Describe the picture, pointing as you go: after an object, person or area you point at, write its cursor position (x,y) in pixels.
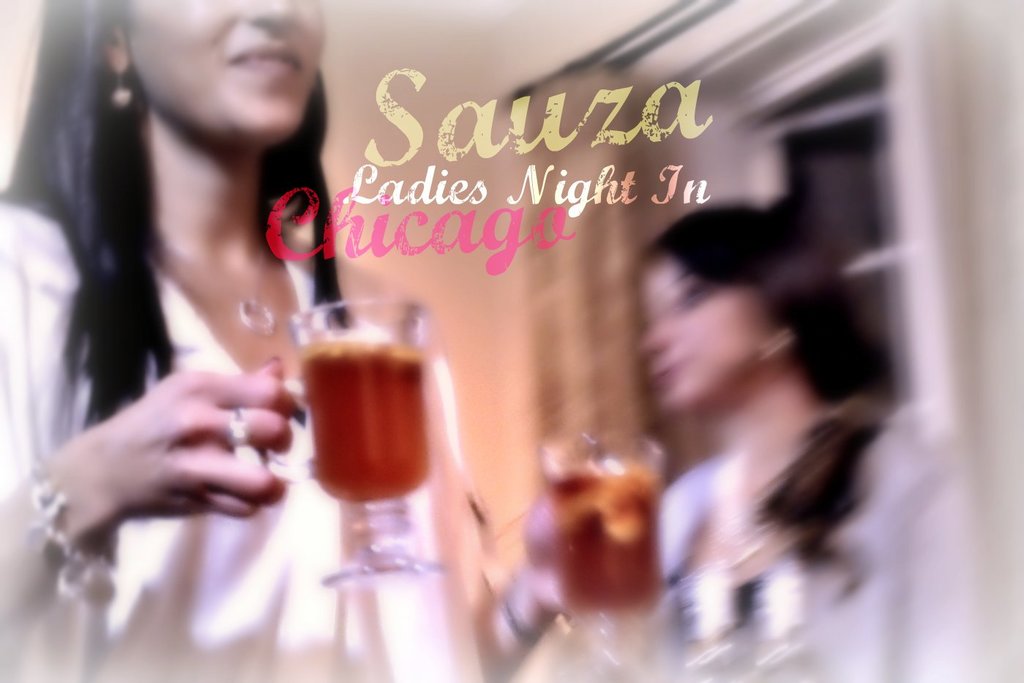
In this image i can see two women (759,498) Standing and holding wine glasses (409,458) in their hands (145,402). In the background (537,375) i can see the wall (456,164), the window (796,168) and the curtain (586,255).
